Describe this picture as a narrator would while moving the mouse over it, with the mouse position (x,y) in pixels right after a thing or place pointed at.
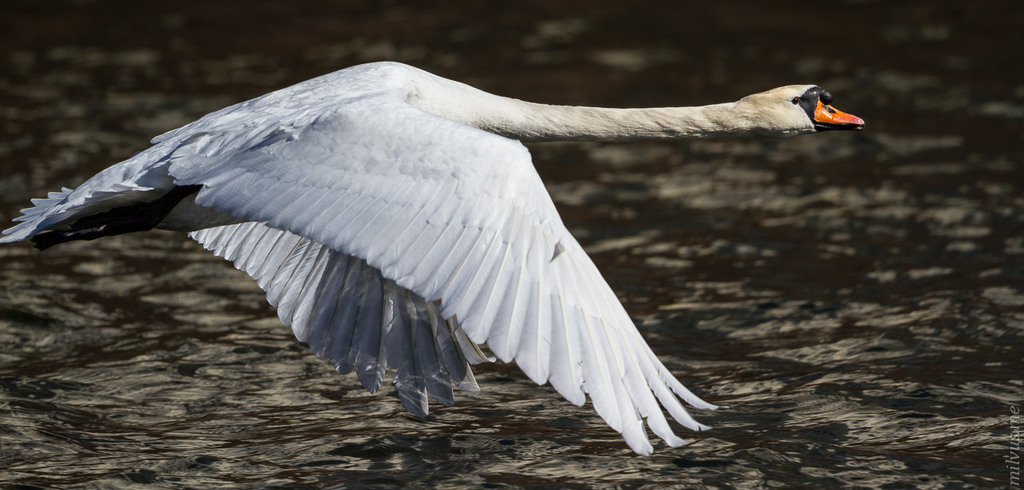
There is a swan (231,256) flying on the water (922,268), it is of white color and the beak (823,119) of the swan (807,116) is in orange color.
